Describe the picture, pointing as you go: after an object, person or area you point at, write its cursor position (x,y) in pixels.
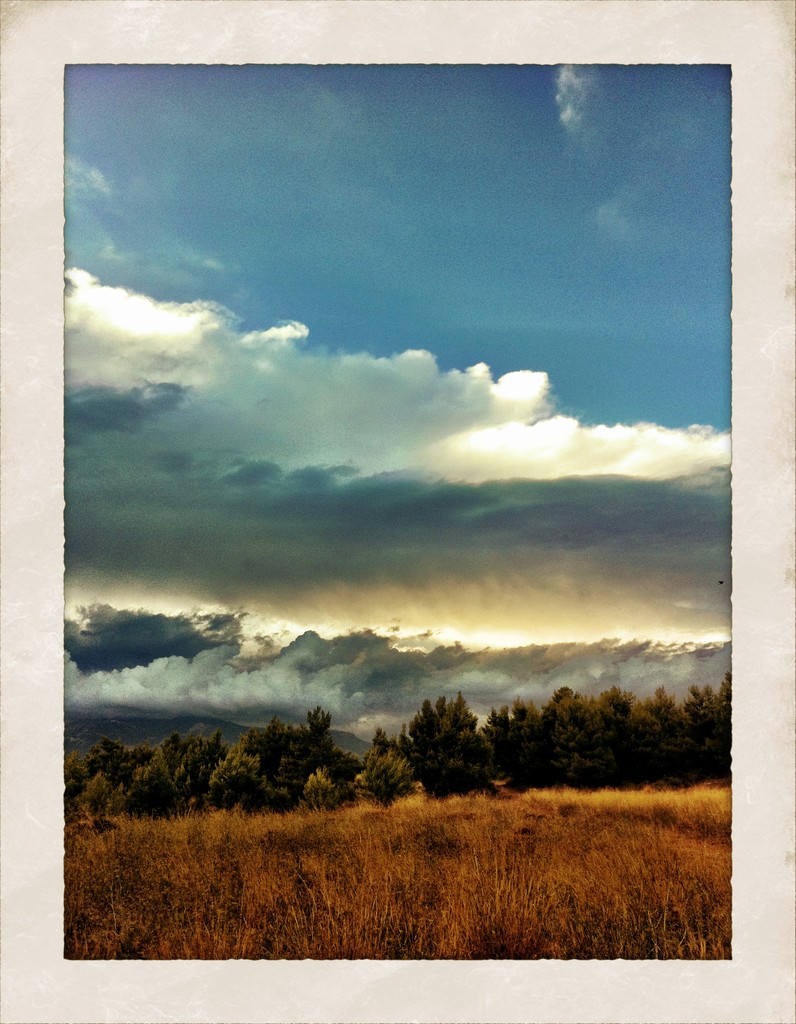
This is an edited image. At the bottom of the image (305,826), I can see the dried grass (547,802) and the trees (328,794). In the background (304,684), there is the cloudy sky (248,476).
